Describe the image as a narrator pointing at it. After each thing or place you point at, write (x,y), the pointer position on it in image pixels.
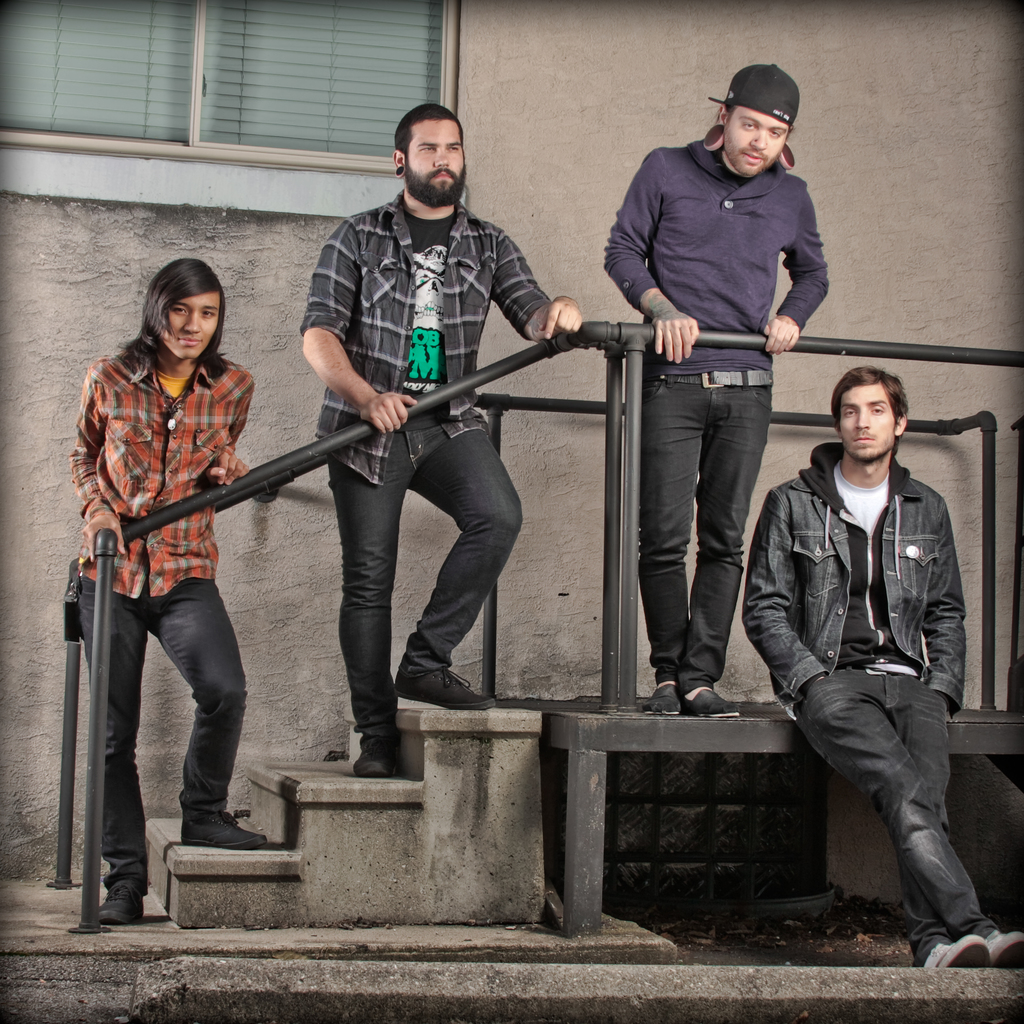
In this image I can see three people (366,337) are standing on the stairs (378,873) and one person (874,602) is sitting. Back I can see building (519,115) and glass windows (154,102). They are wearing different color dress (873,694).
